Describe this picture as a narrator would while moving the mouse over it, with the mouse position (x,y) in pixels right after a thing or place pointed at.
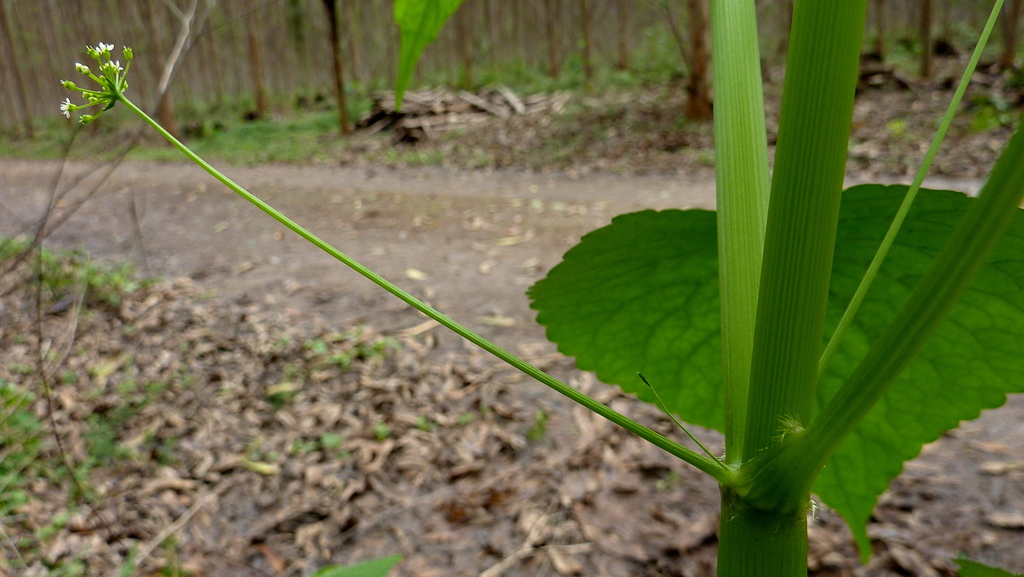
In this image I can see a plant (829,388) which is green in color and few flowers (106,81) to the plant (70,101) which are white in color. In the background (436,266) I can see the road (412,232), few leaves (337,388) on the ground (318,436) and few trees (338,14). I can see few wooden logs (412,111) on the ground (417,108).
